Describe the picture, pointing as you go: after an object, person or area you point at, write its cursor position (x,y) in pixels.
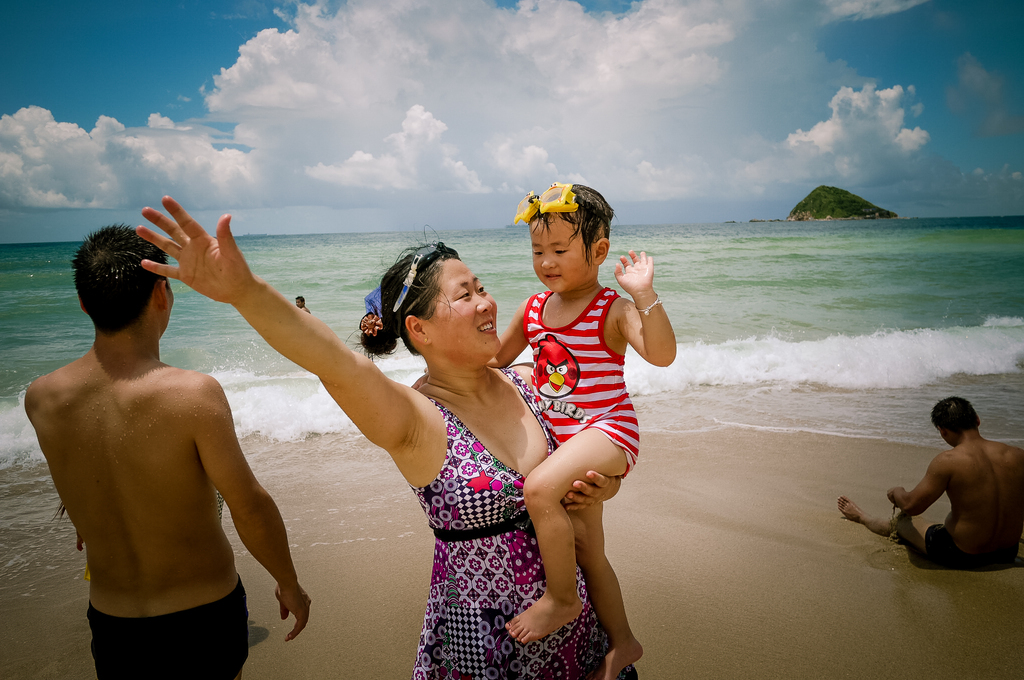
In this image we can see some people (429,467) standing on a sea shore (381,485). In that a woman (534,427) is carrying a child (576,434). On the right side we can see a person (868,530) sitting. On the backside (731,284) we can see a large water body (754,312), the mountain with a group of trees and the sky (650,110) which looks cloudy.
